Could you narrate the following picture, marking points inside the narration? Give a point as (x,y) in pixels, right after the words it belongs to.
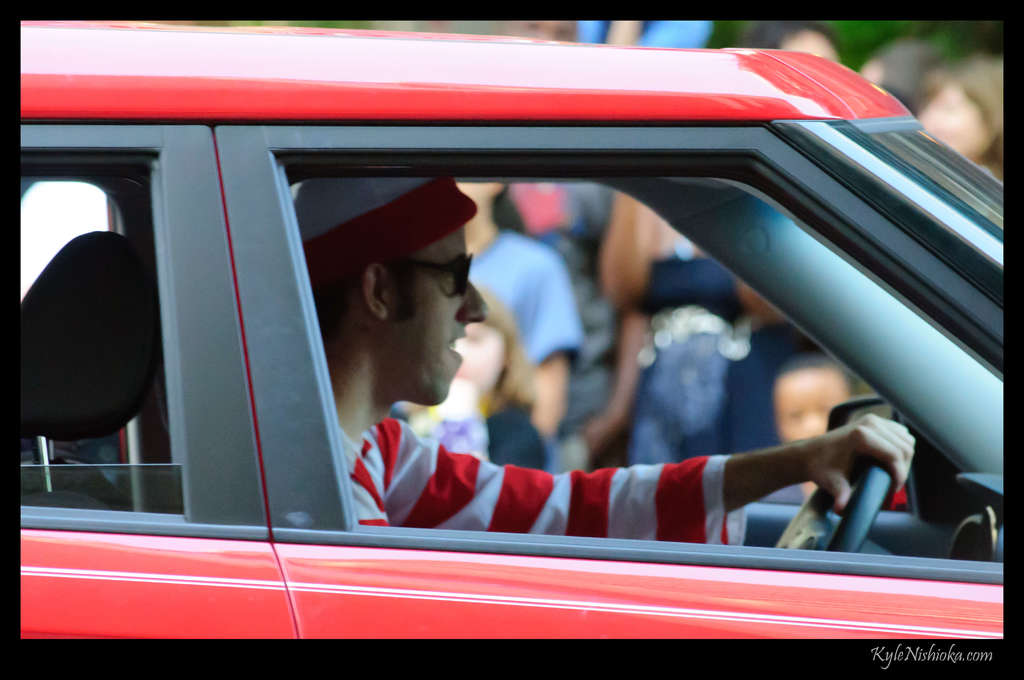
In a given image I can see a person (404,301) driving a car (551,133) and behind him I can see the other people (457,442).
